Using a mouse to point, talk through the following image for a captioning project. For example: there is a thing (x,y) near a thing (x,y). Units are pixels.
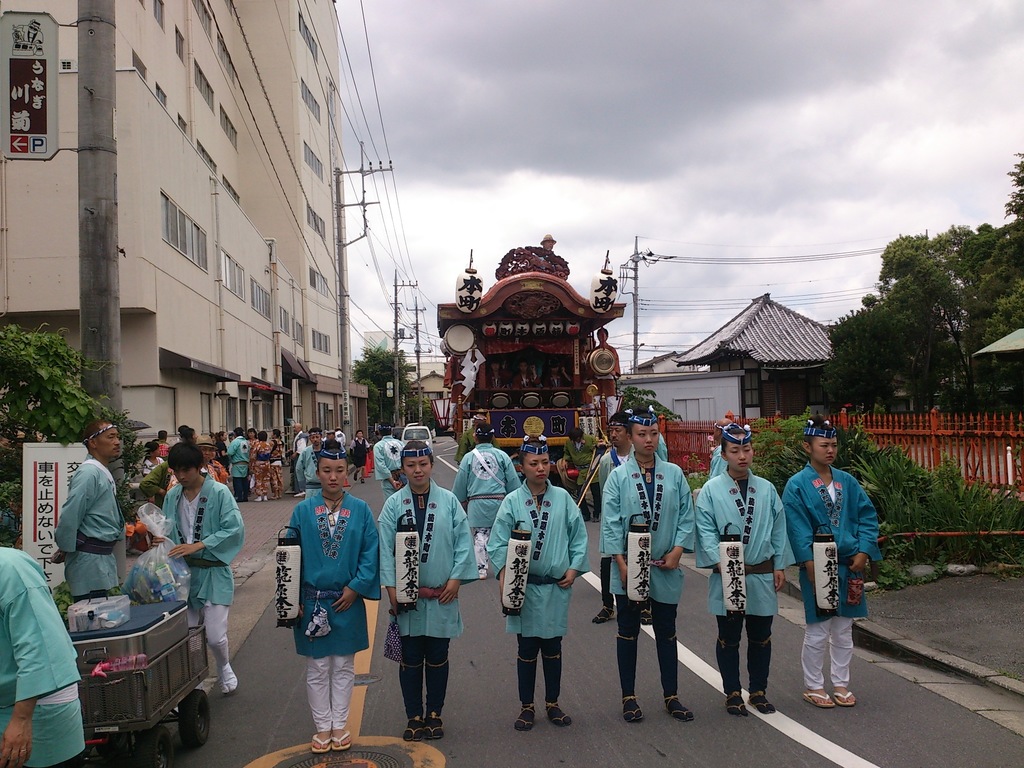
In this picture I can see there are a group of people (659,516) standing on the road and the person (325,576) on to left (311,562) is wearing a dark blue shirt (323,552) and the person (807,551) on to right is also wearing a dark blue shirt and the people (670,577) at the center (404,491) are wearing light blue shirts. In the backdrop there are few vehicles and plants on to left (69,344), there are buildings (271,212) on to left (233,226) and right and there are trees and the sky (358,155) is cloudy. In the backdrop (263,448) there are a group of people (219,473) standing on the walk way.
